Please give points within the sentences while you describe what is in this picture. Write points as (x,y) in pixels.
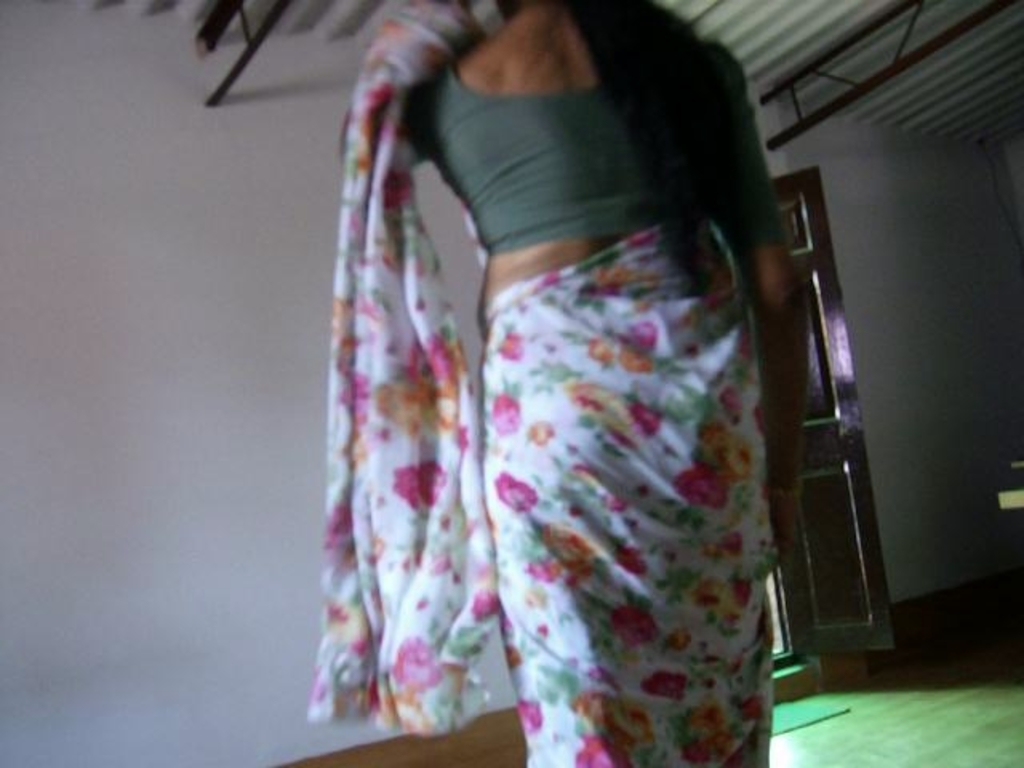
In this image we can see a woman (611,528). In the background (304,681) we can see wall (323,47), door (843,374), mat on the floor (933,670) and at the top (290,6) we can see rods (275,16) and roof (972,42).
